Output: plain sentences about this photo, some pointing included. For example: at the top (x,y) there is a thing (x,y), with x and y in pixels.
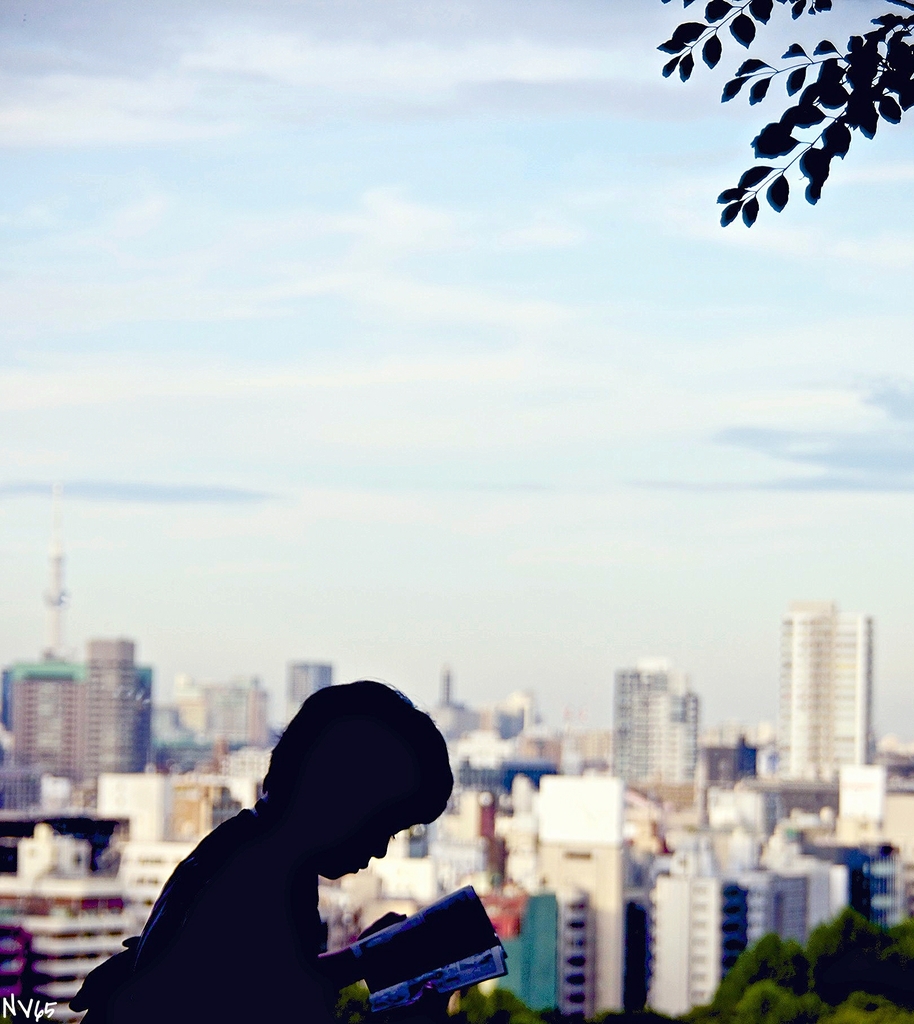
In this image there is a person (247,939) reading a book (433,962). Behind the person (426,996) there are trees (829,973). In the background (135,755) there are buildings (740,765) and skyscrapers (631,708). At the top (320,284) there is the sky (813,41). In the top right (824,101) there are leaves (802,73) of a plant (868,112). In the bottom left (15,1000) there is text (20,1011) on the image.
